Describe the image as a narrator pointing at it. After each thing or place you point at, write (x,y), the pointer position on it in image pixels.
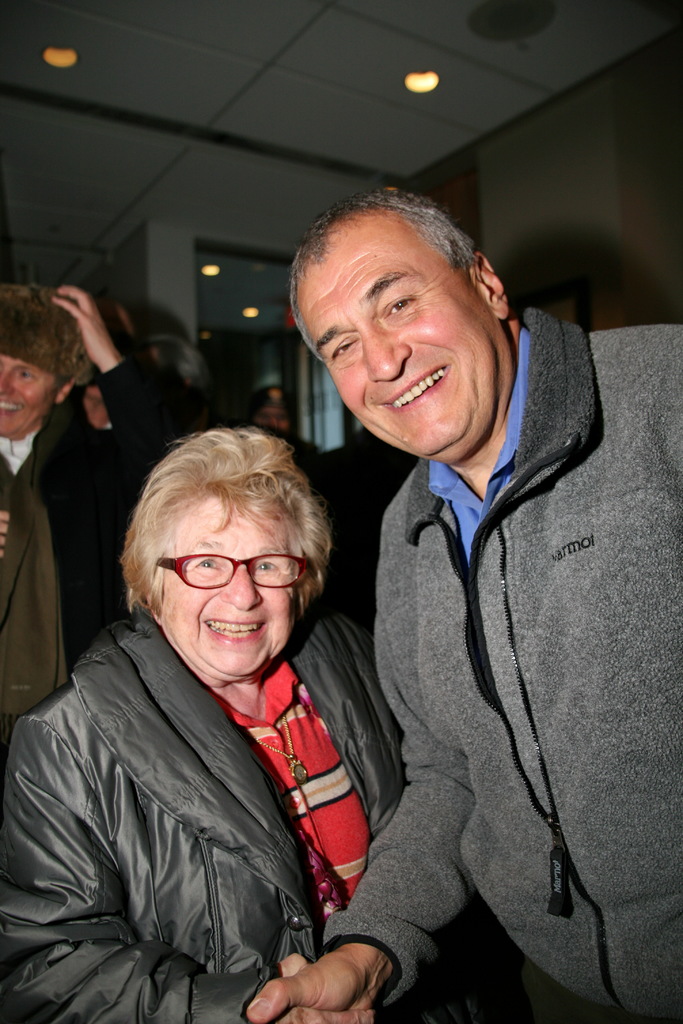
In this image there are two people (59,723) shaking hands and posing for a picture and in the background (24,417) there is a group of people (37,417).
